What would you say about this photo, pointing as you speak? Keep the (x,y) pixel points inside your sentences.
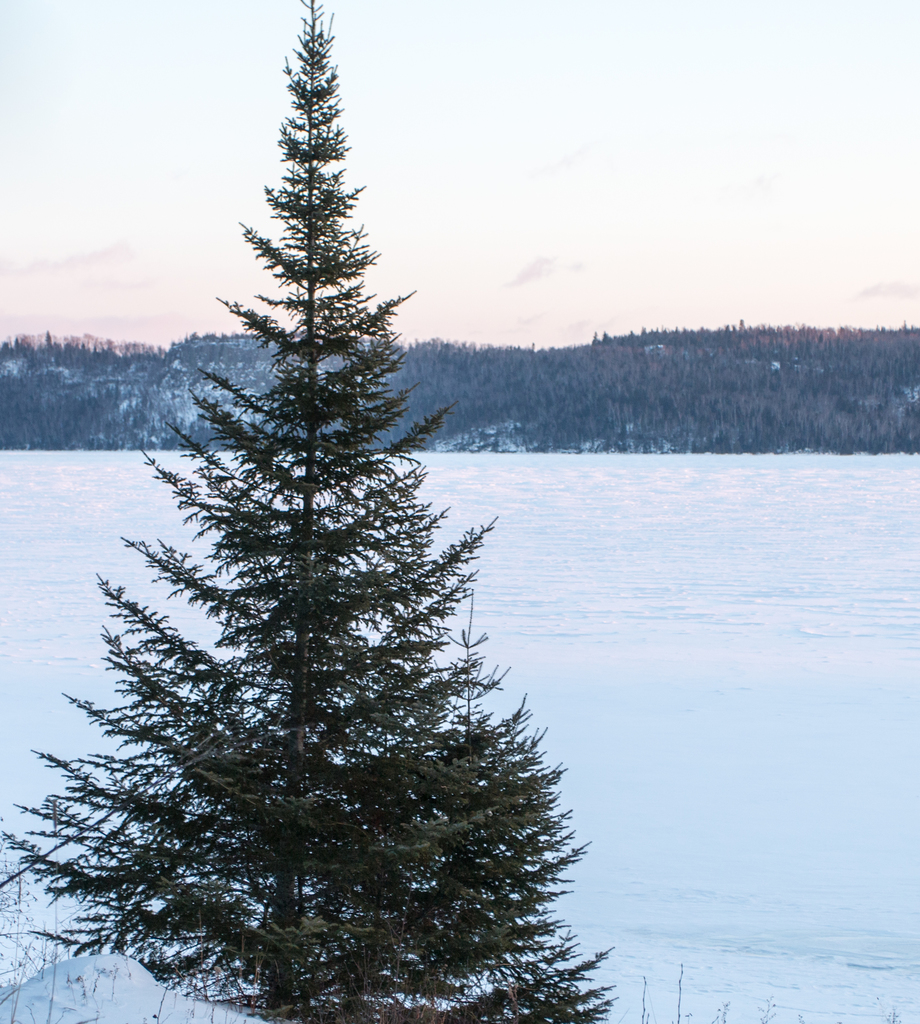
Here we can see a tree (248,962) on the snow (202,1010). In the background (11,575) there is water (51,598), trees (494,399) and clouds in the sky (491,278).
